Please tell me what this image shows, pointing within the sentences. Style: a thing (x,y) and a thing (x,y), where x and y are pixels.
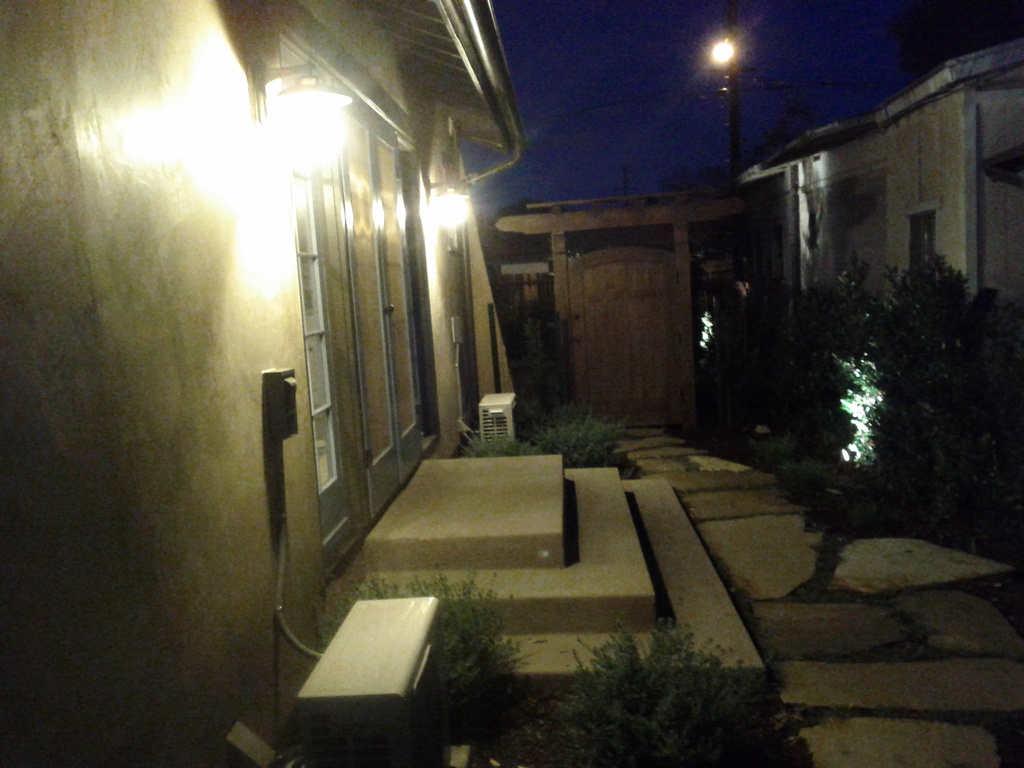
On the left side (88,678) there is a house (296,602), for that house (333,163) there are lights (306,132), on the right side (900,730) there is a path (696,455), in the background (684,230) there door (596,261) light pole (722,45) and the sky (582,127).
